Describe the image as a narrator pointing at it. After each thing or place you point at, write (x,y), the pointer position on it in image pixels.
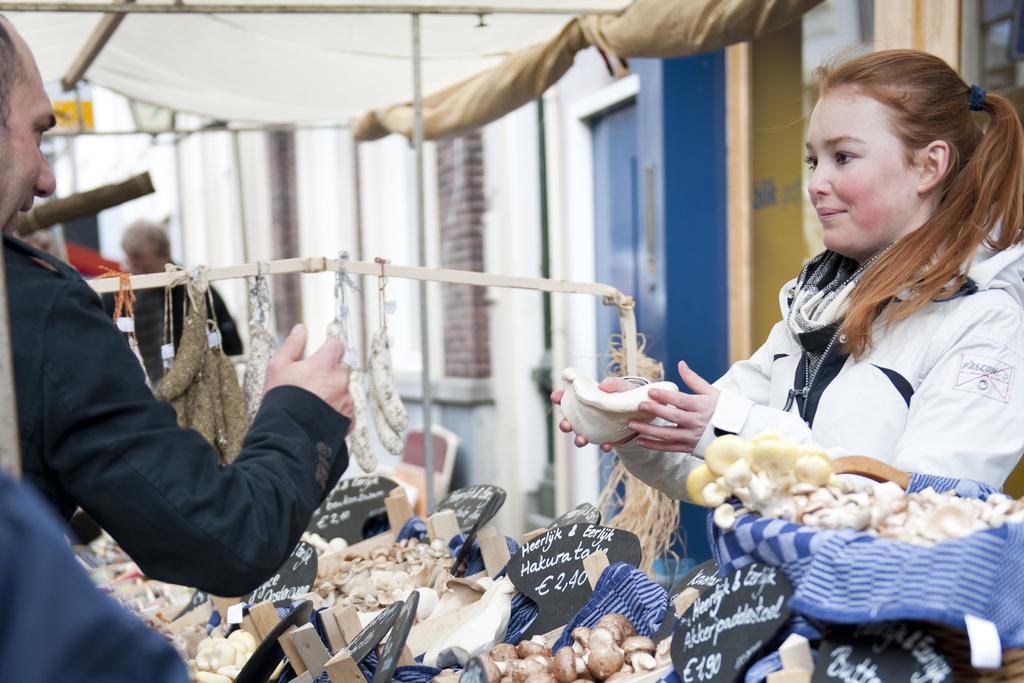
On the left side of the image (266,421) there is a stall (328,519) and there is a person (93,426) standing. On the right side (855,412) there is a girl (880,383) holding an object (606,403) in her hand (662,405). In the background (634,170) there are buildings (647,199).
